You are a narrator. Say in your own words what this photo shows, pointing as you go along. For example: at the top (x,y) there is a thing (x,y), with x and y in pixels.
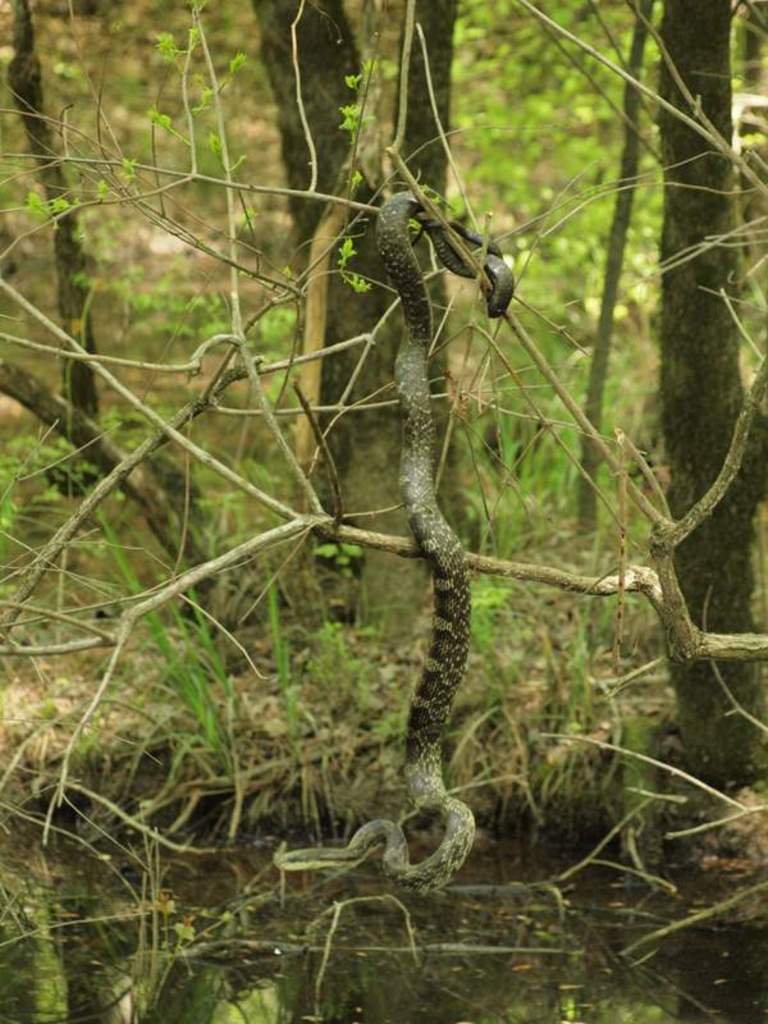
In this picture there is a snake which is hanging from this plant (613,584). At the bottom (501,906) there is a water (280,924). In the background (472,795) we can see trees (711,334), plants (179,333) and grass (630,534).
